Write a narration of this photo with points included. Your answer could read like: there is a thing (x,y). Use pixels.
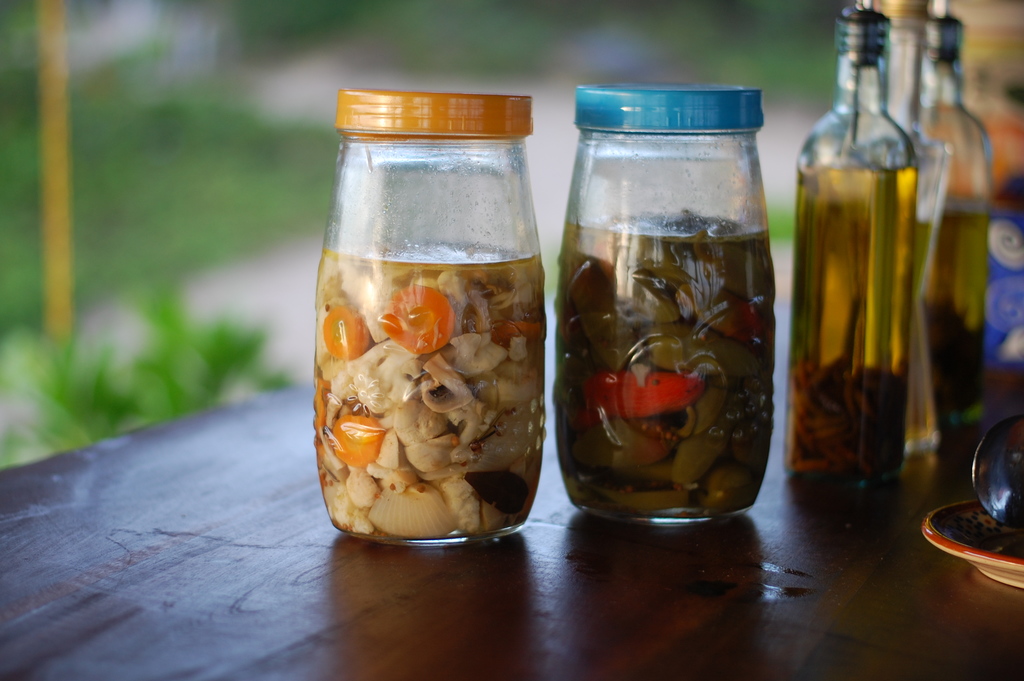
In this picture there are bottles (621,363) on a table (382,579). In the bottles (491,359) there is storage of food (598,379) and some bottles (858,262) there is a liquid (862,272). Background of this bottles (643,265) is a blur.
